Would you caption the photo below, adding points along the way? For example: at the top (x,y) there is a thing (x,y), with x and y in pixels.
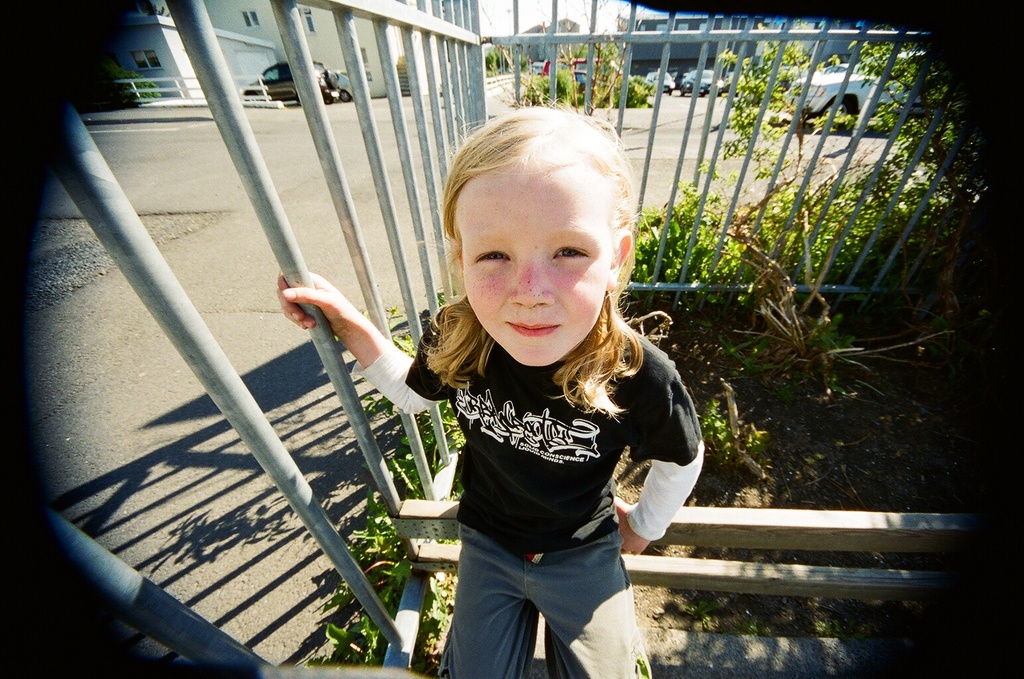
In this picture I can see there is a child (514,329) standing and smiling. She is wearing a black color shirt (508,391) and there is a railing (270,219) on to the left (279,231). In the backdrop (748,205) there are plants (761,206), trees (904,163) and there are few vehicles (267,80) parked and the sky (526,26) is clear.
